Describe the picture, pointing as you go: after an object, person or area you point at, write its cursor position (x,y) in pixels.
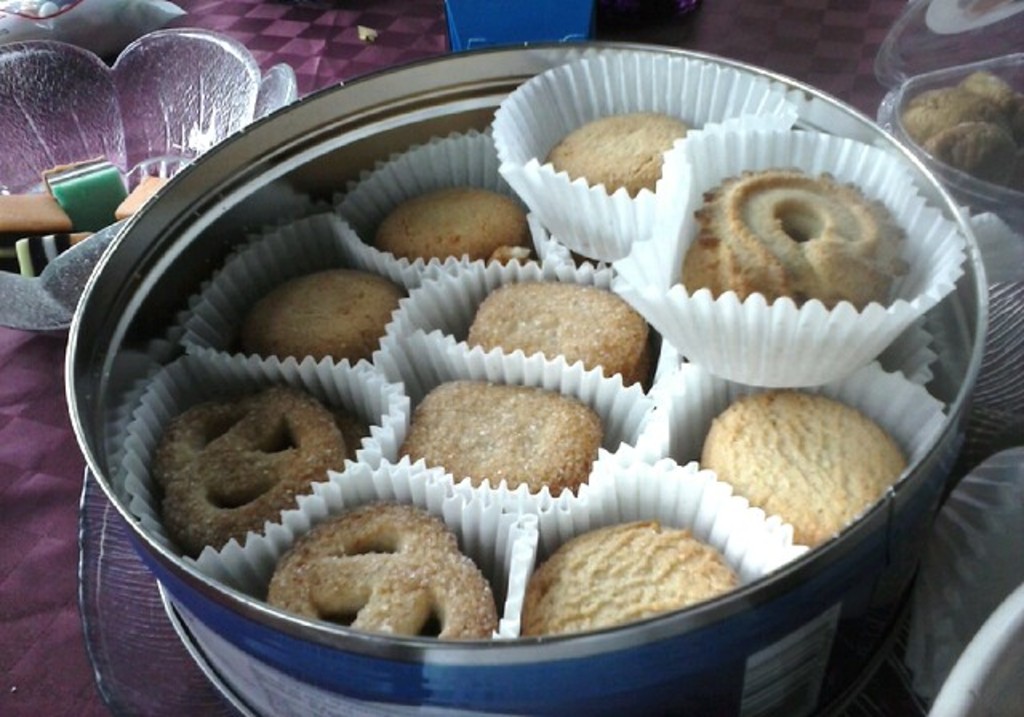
In this image there are so many food items (606,190) arranged in the bowls (384,157), which are on the table (13,447) and there are few other objects (101,502).
